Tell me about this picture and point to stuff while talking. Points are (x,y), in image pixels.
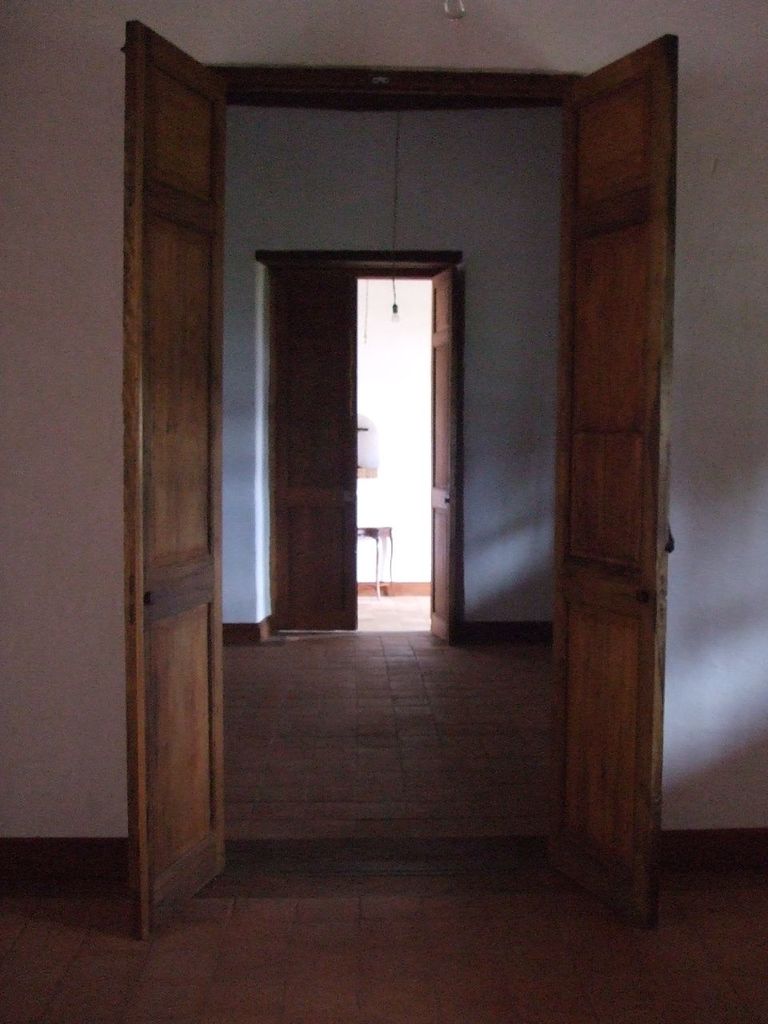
There are rooms (550,892) having wooden doors (457,495) and white walls (420,48). In the background (391,542), there is a table (373,534) near white wall (391,526).
